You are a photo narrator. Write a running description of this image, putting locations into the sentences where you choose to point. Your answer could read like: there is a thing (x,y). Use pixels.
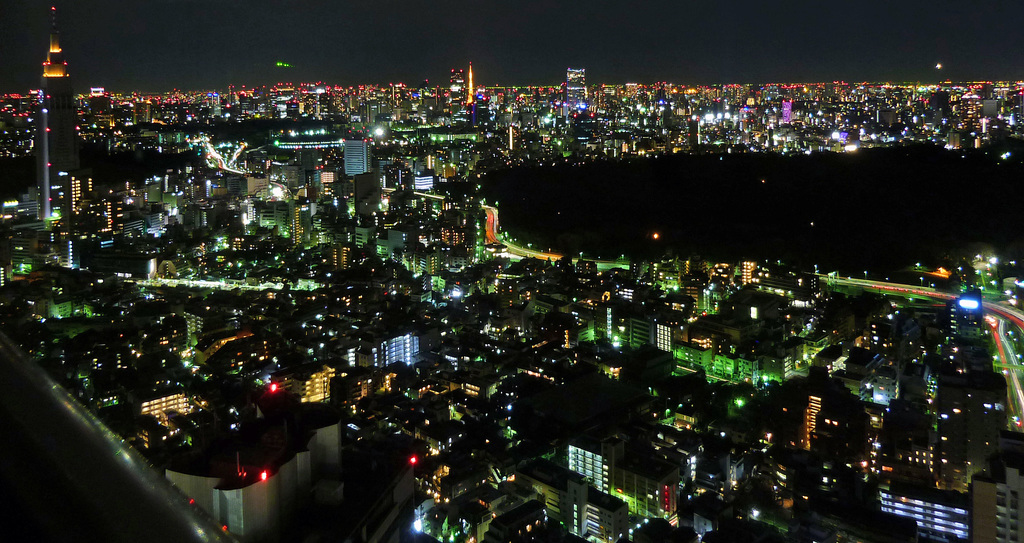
This picture is clicked from a height over the city. In this picture, there are many buildings (291,421) and street lights (234,423). In the middle of the picture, we see vehicles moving on the road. At the top of the picture (525,41), it is black in color. On the right side of the picture (859,175), it is black in color. This picture is clicked in the dark.
